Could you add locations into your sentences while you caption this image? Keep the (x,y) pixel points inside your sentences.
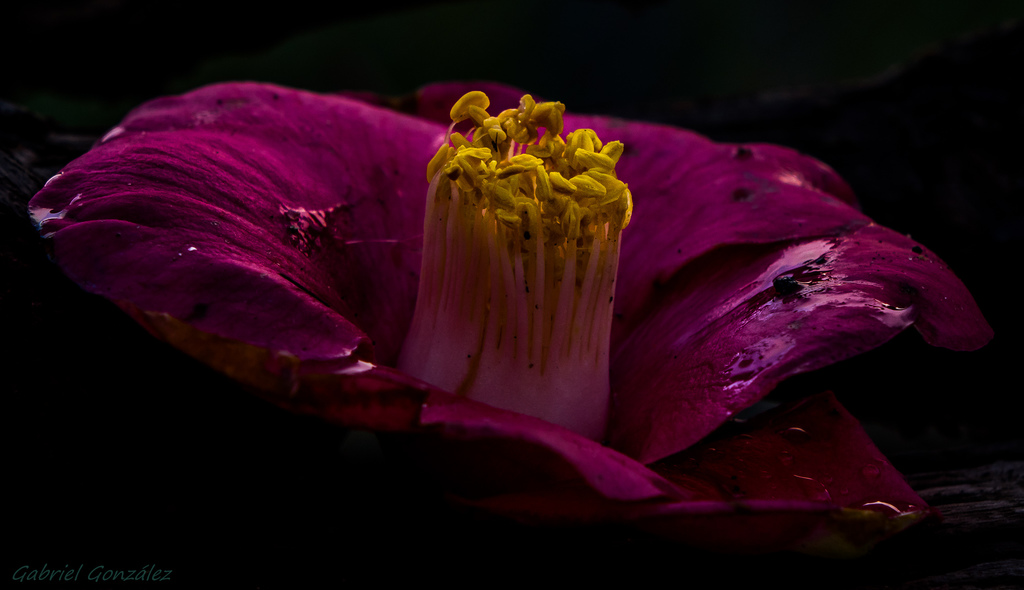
In this image I can see a flower (414,236) with anther (500,181).
